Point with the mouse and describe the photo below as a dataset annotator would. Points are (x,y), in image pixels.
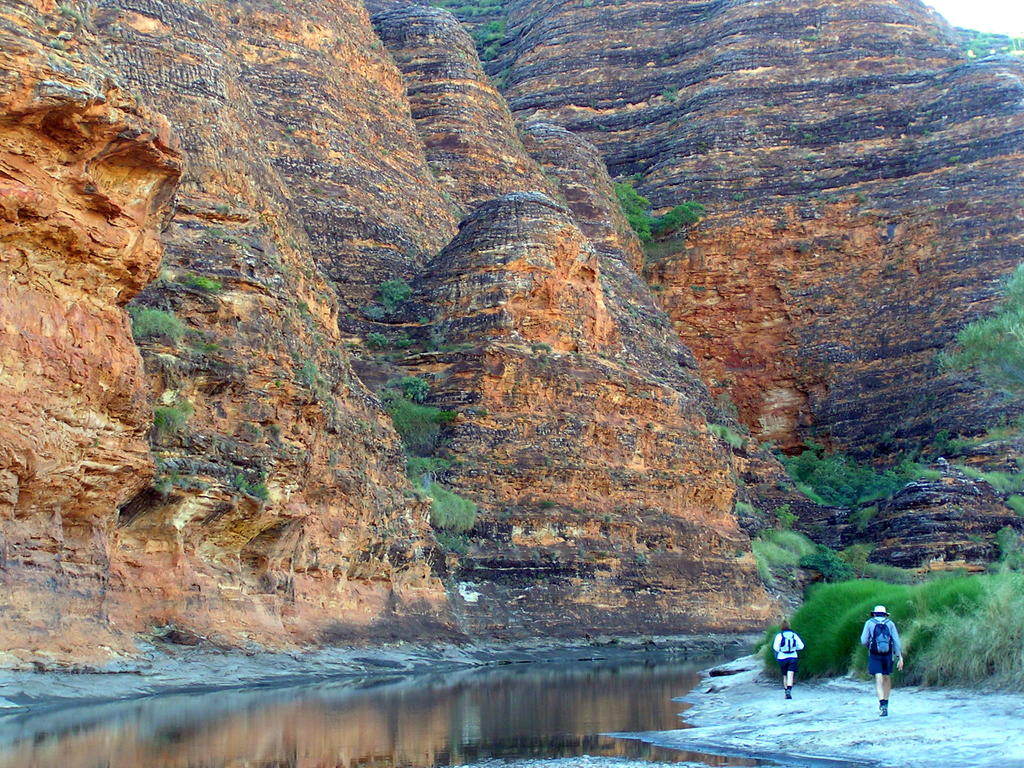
In this image on the right side (880,667) there are two persons (893,662) who are wearing bags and walking. At the bottom (646,671) there is one pond (469,712), and in the background (499,110) there are mountains (497,227) and some trees (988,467).
